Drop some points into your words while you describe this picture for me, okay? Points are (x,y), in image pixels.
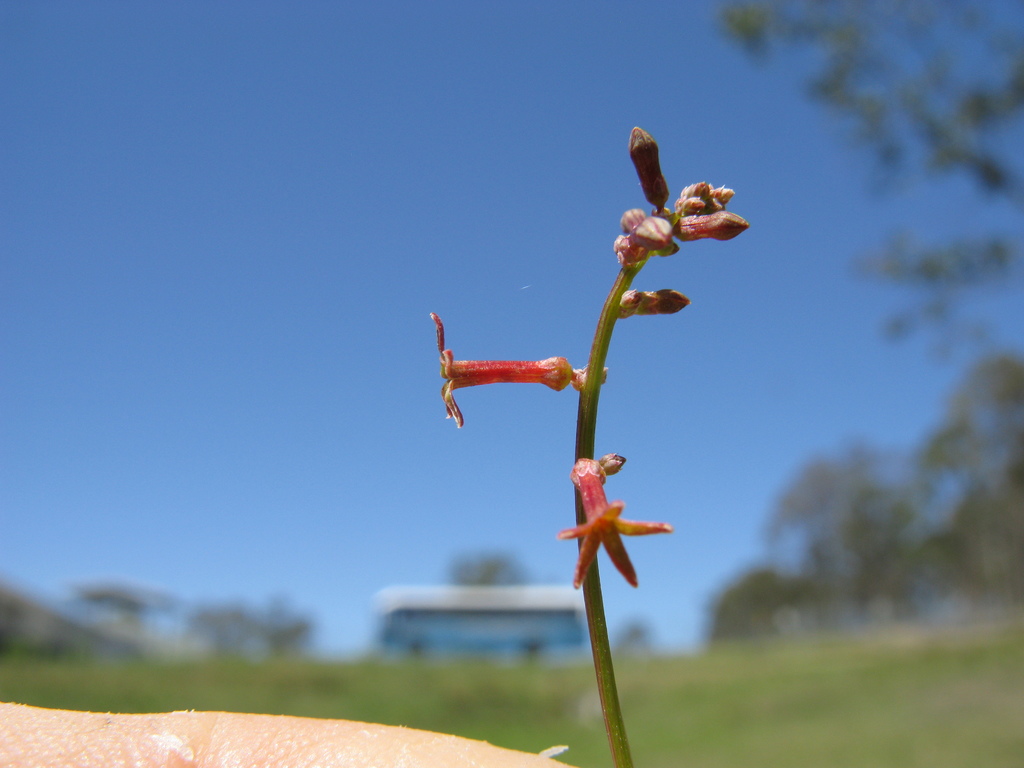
On the right side (704,228), there is a plant (608,539) having flowers (595,470). On the left side (316,738), there is a skin (170,741). In the background (872,458), there are trees (931,423), a building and there is a blue sky (303,185).
